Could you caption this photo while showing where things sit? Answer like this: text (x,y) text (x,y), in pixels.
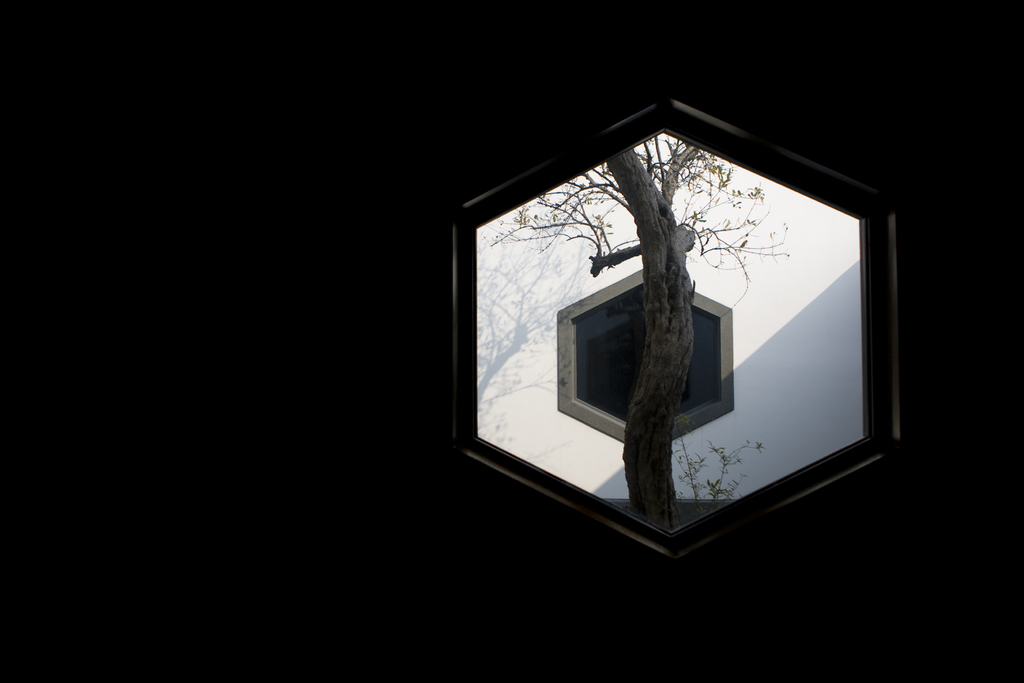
In this picture, it seems like a window (876,375), where we can see another window (703,318) and a tree (666,291).
